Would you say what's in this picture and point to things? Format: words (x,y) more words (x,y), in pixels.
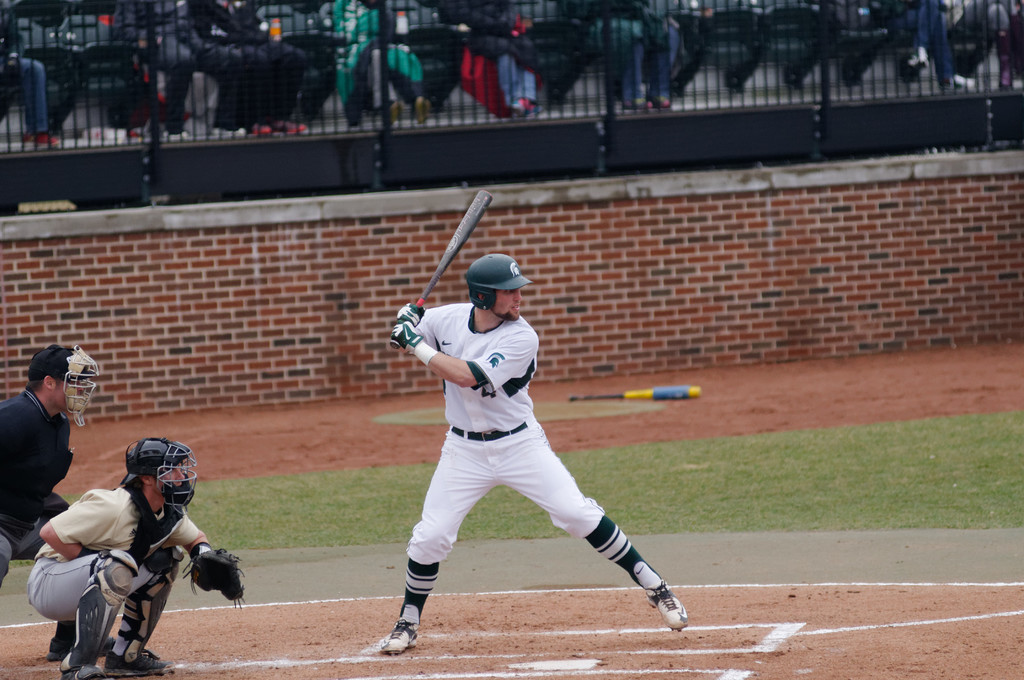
In this picture we can see three persons (173,521) playing baseball game, this man (465,455) is holding a baseball bat (433,287), these three people (435,323) wore helmets (190,479), shoes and gloves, in the background (23,72) there are some people (267,76) sitting on chairs (556,67), we can see fencing (582,55) here, at the bottom (786,500) there is grass (671,461).
